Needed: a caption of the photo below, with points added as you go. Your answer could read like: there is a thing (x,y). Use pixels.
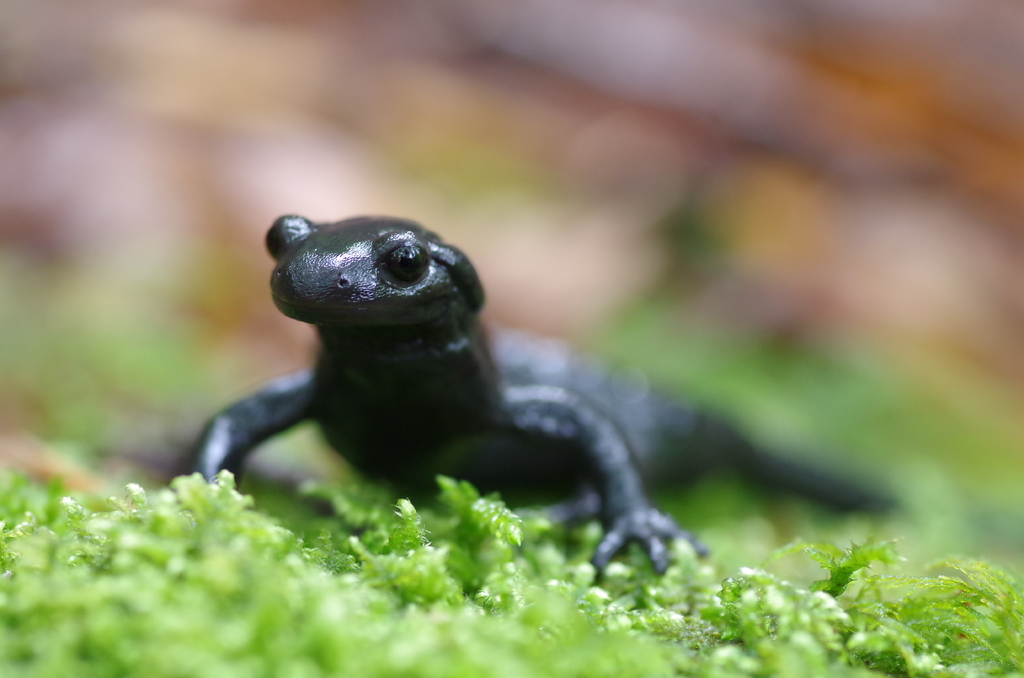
In this image there are plants (703,605) towards the bottom of the image (685,578), there is a black color salamander (514,430), the background of the image (553,67) is blurred.
